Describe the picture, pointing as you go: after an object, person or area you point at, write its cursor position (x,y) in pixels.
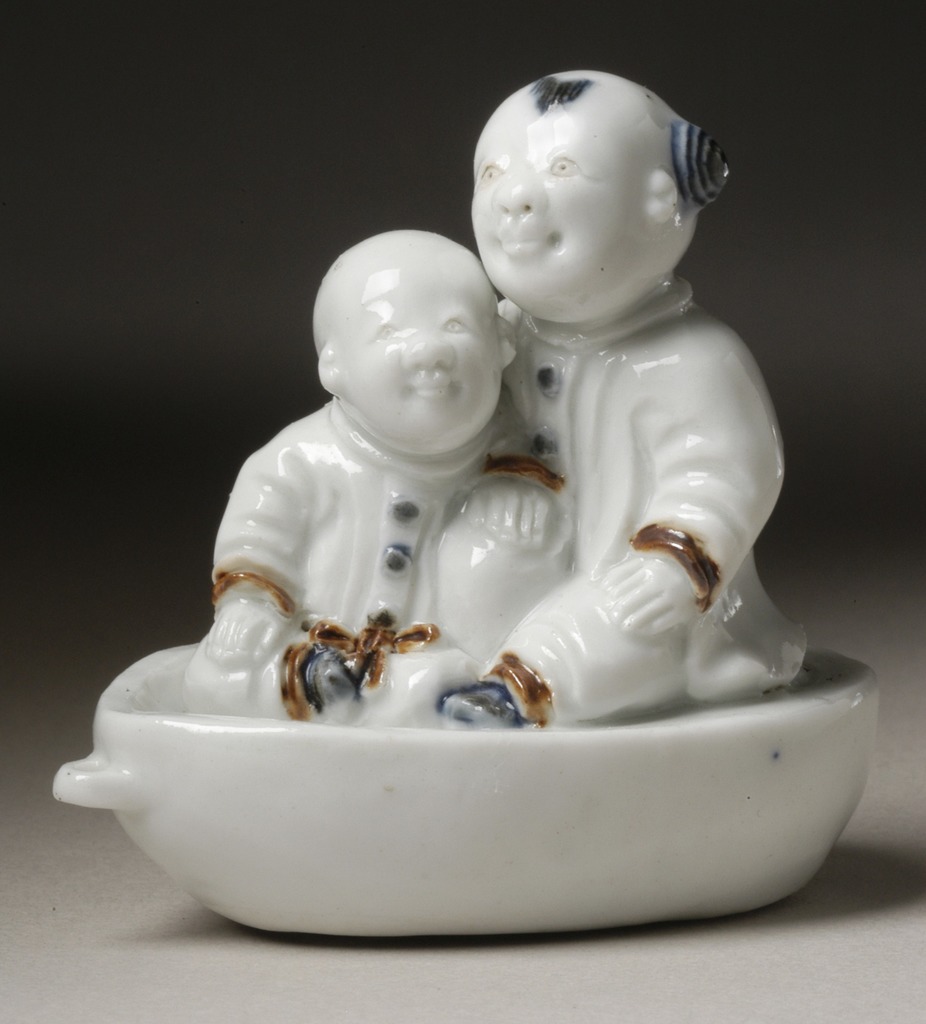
In this picture we can see a toy (687,841) on a platform (875,966) and in the background (219,299) it is dark.
